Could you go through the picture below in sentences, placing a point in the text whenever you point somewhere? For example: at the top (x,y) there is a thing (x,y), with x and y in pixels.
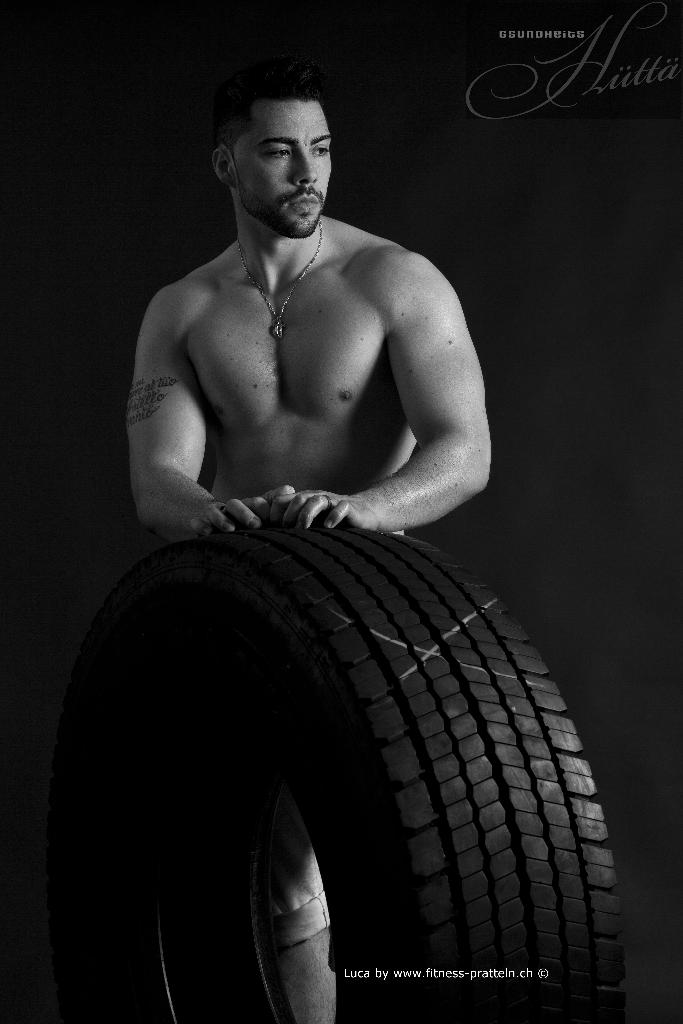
In this picture I can observe a man (218,318) in the middle of the picture (342,439). In front of him there is a tire (302,666). The background (59,353) is dark.
